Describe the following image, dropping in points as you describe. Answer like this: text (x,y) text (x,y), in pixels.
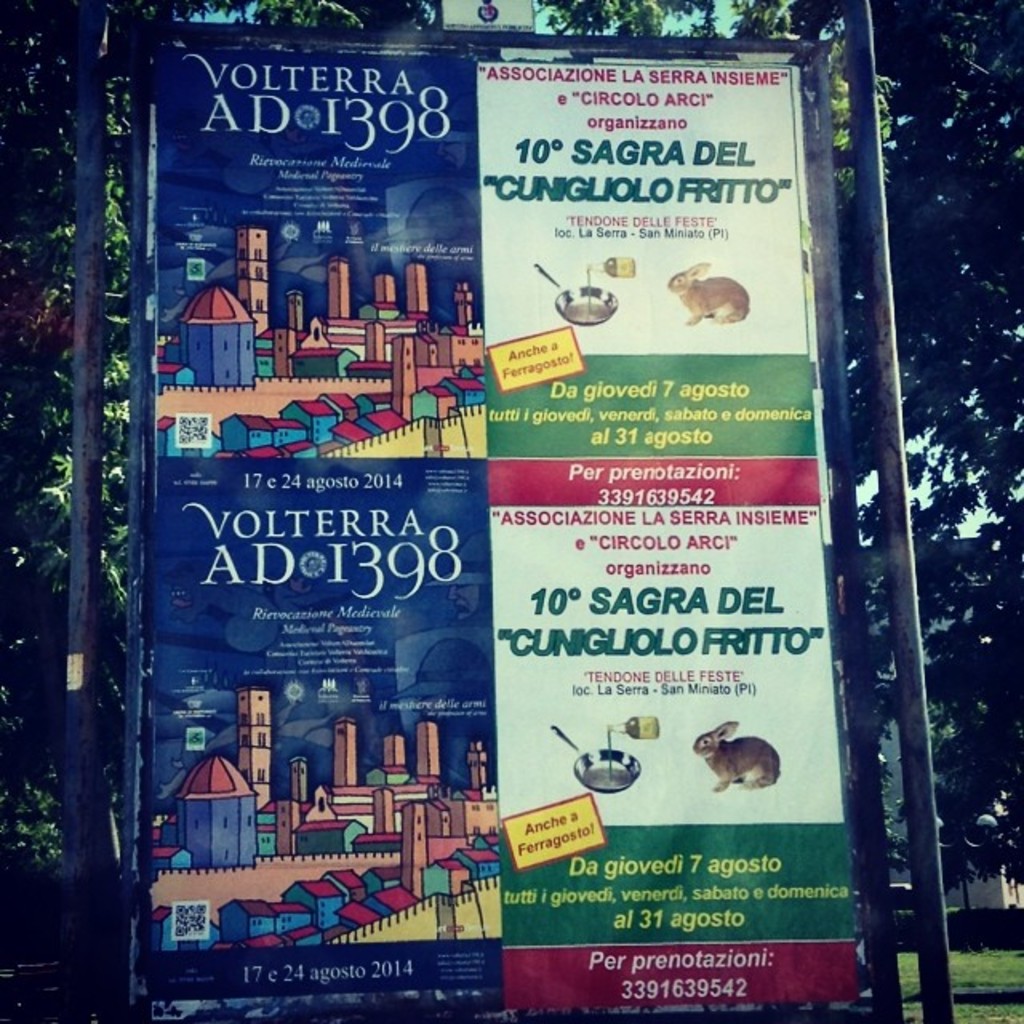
In this image we can see a board (577,480) containing some pictures (206,396) and text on it. On the backside (983,623) we can see some trees (961,651), grass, a building (958,894) and the sky (863,526).
